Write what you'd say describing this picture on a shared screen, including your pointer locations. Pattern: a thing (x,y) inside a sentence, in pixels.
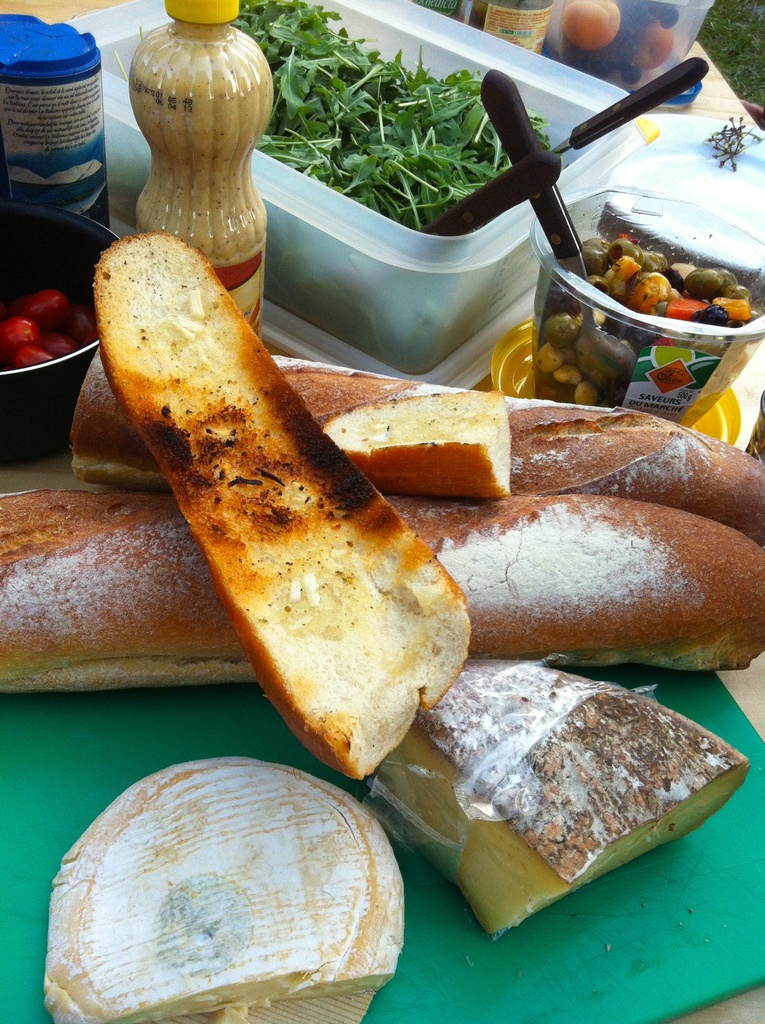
In this image, there is a table (710,91) contains breads (534,552), containers (313,294), knives (521,179) and bottles (168,147).
